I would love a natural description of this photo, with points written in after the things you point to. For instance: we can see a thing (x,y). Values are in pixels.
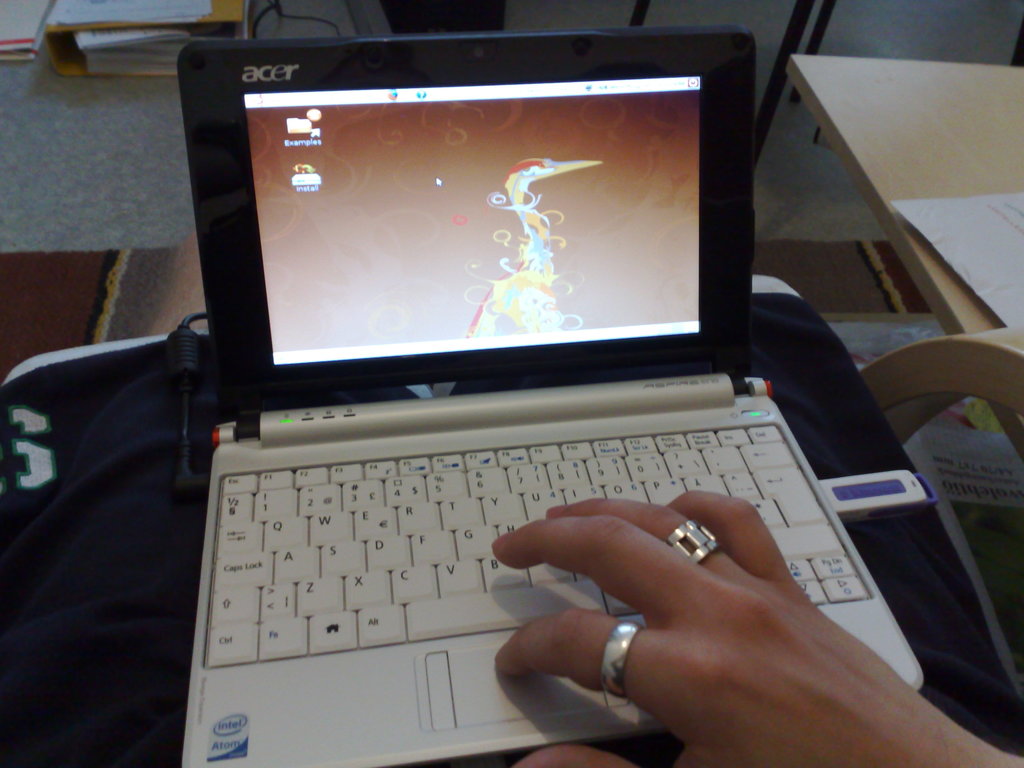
In this image I can see a person (867,410) sitting on a chair (952,375) and working on a laptop (434,375). On the right side (884,194) there is a table (949,116) on which a white color object (964,247) is placed. At the top of the image (109,61) there are few books (22,36), a card box (67,35) and some other objects (470,19) are placed on the floor (52,165). On the left side (71,314) I can see a mat (75,304) on the floor (68,215).
